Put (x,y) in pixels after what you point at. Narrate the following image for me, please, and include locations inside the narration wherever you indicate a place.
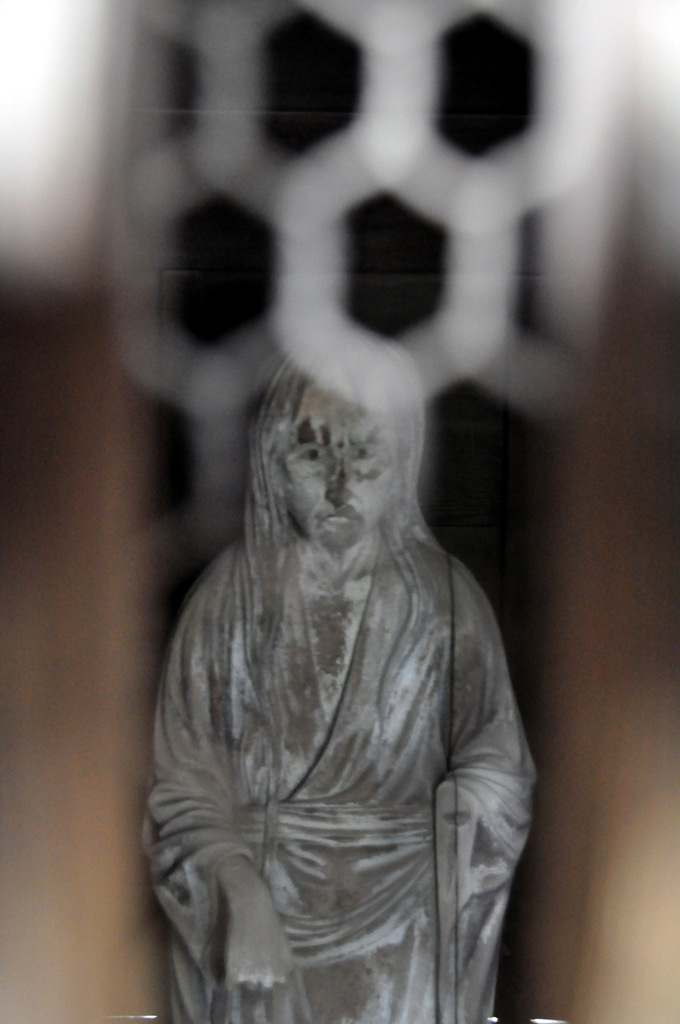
In this picture I can see a statue (457,684) of a person (423,709), and there is blur background.
